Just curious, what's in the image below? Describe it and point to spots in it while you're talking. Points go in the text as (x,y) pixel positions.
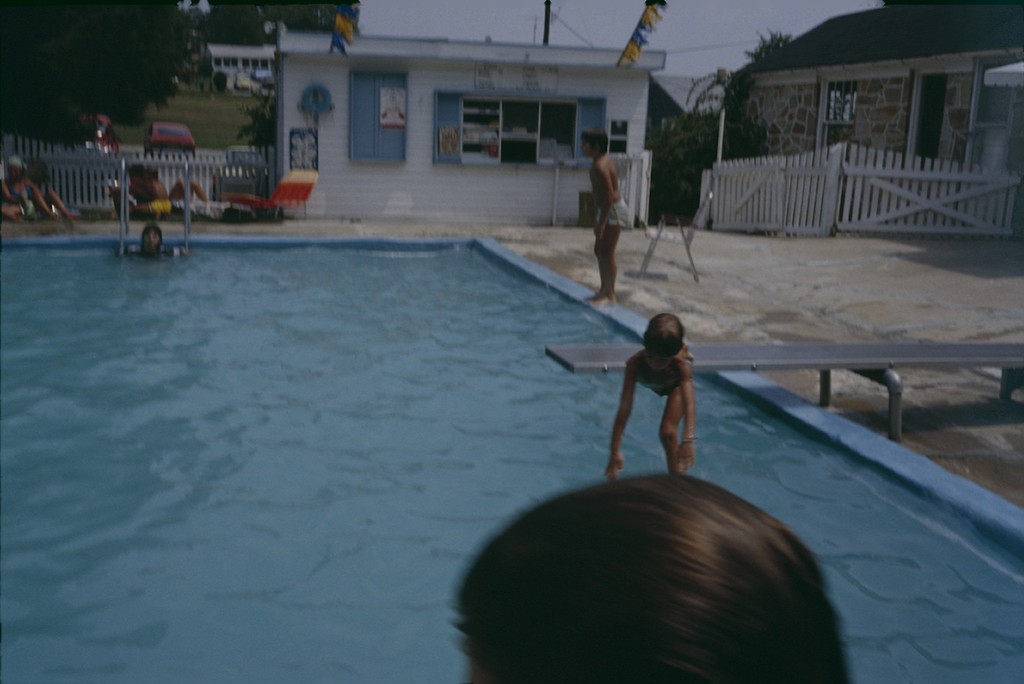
This is a swimming pool (273,473) with the water (289,331). I can see a group of people (167,202) sitting. Here is a boy (600,269) standing. This looks like a room (380,109) with a window (387,134). I can see a fence (200,167). This is a wooden gate (838,191). I can see another boy (694,409) jumping. This looks like a house (866,137). These are the trees (97,77). I can see a vehicle (192,137).
